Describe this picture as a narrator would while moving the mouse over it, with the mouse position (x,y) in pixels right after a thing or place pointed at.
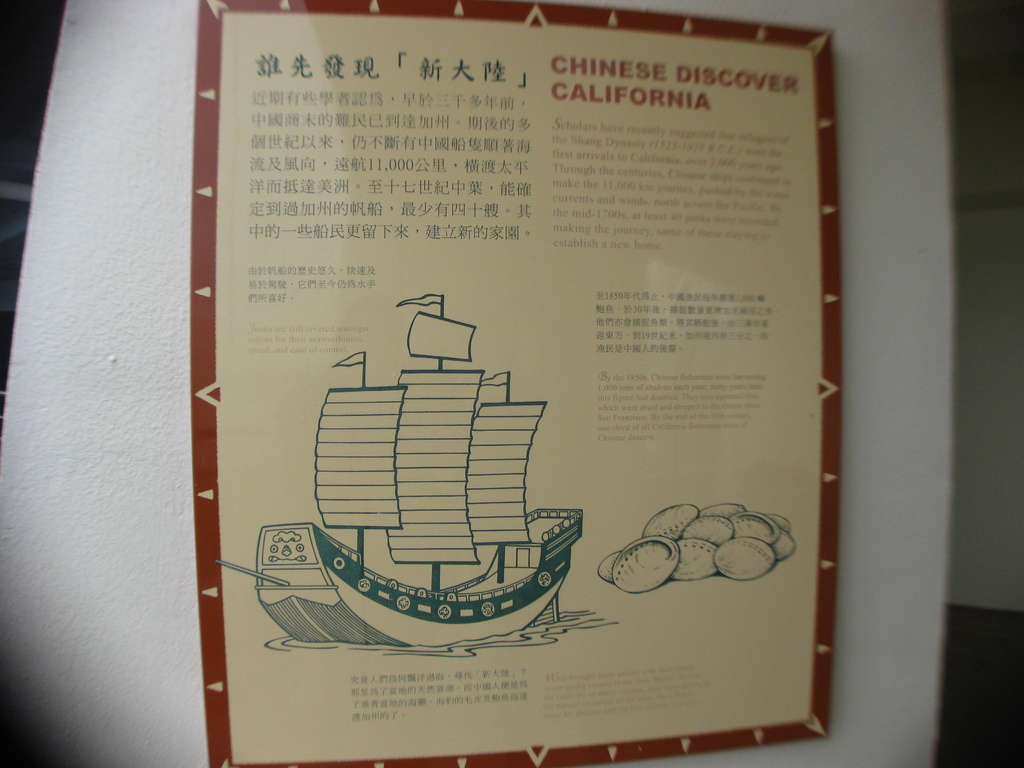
A board (692,209) is on the wall (152,366). On this board (374,319) there is a picture (498,504) of boat (465,488).
